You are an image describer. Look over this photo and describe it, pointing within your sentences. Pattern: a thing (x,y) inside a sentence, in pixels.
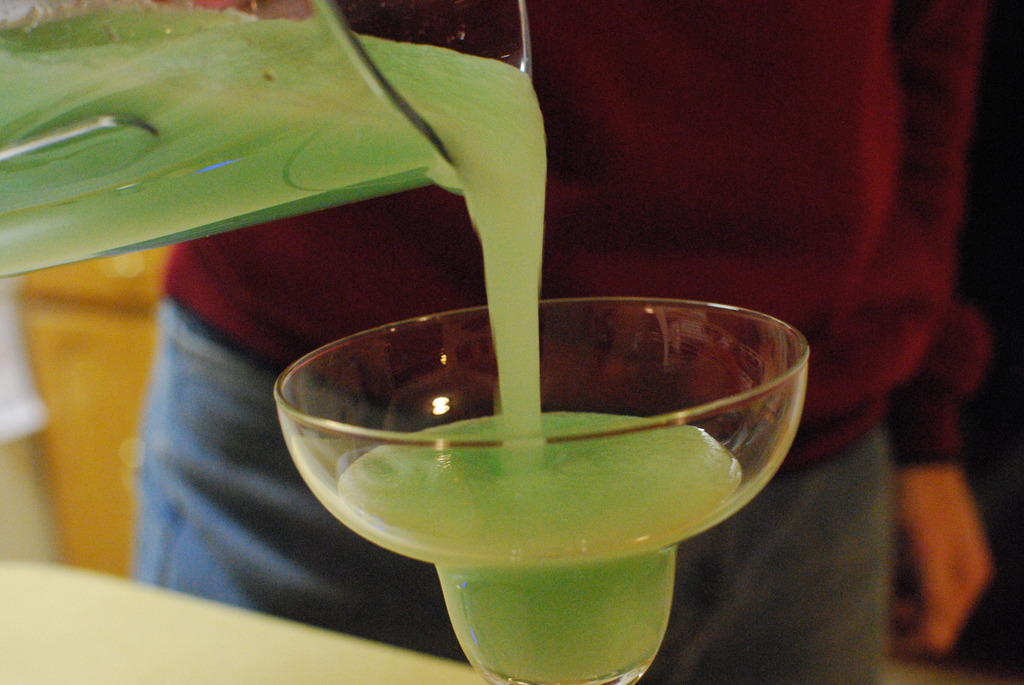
In the center of the image (544,250) a person (695,124) is standing and holding a mug (340,101) and pouring a liquid (516,372) in cup (612,447). At the bottom of the image (180,614) there is a table (147,641). On the table (239,624) a cup (464,606) is there.
